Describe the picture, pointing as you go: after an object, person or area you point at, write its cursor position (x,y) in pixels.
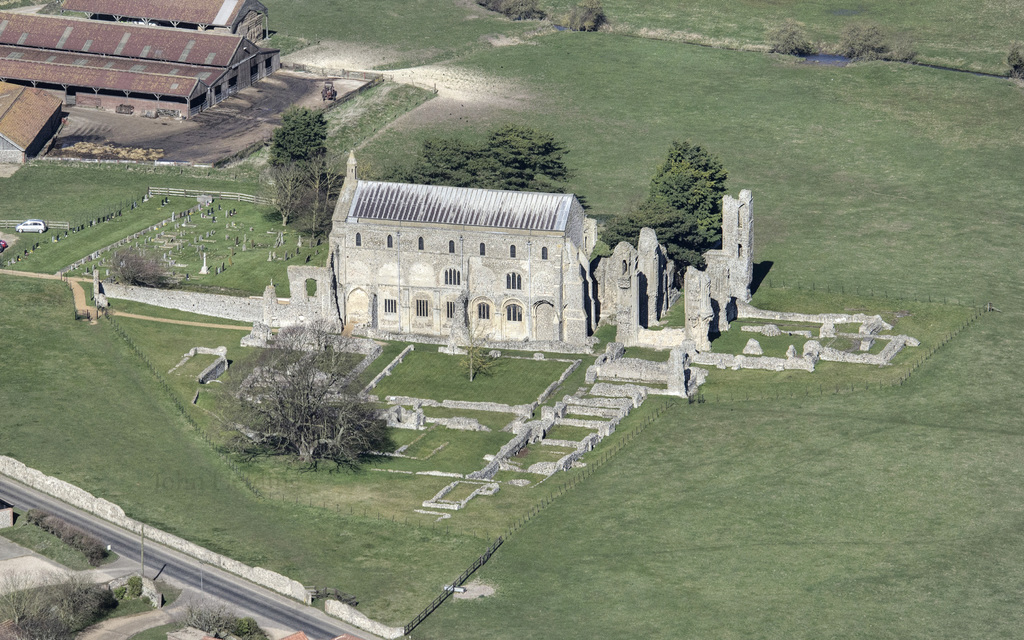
On the left side (207,570), there are roads (196,568), a wall (280,591), plants (61,581) and grass (91,561) on the ground (120,573). On the right side (938,423), there is grass (938,423) on the ground (699,500). In the background (14,99), there are buildings (99,40), trees (285,189), fences (225,192), a vehicle (34,222) and grass (1003,124) on the ground (1006,205).
